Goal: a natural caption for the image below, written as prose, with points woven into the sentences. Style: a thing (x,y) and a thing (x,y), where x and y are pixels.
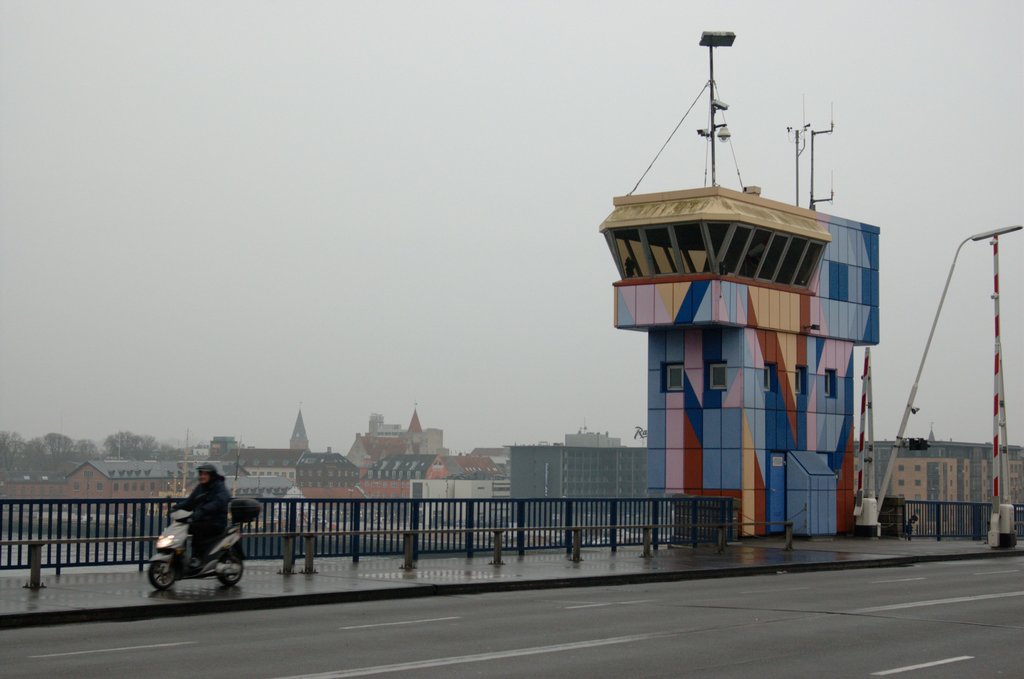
There is a person (224,507) riding a bike (242,509). This is a road (756,640) and there is a fence (725,528). In the background (989,493) we can see buildings (353,487), trees (127,451), poles (1006,513), and sky (446,202).
